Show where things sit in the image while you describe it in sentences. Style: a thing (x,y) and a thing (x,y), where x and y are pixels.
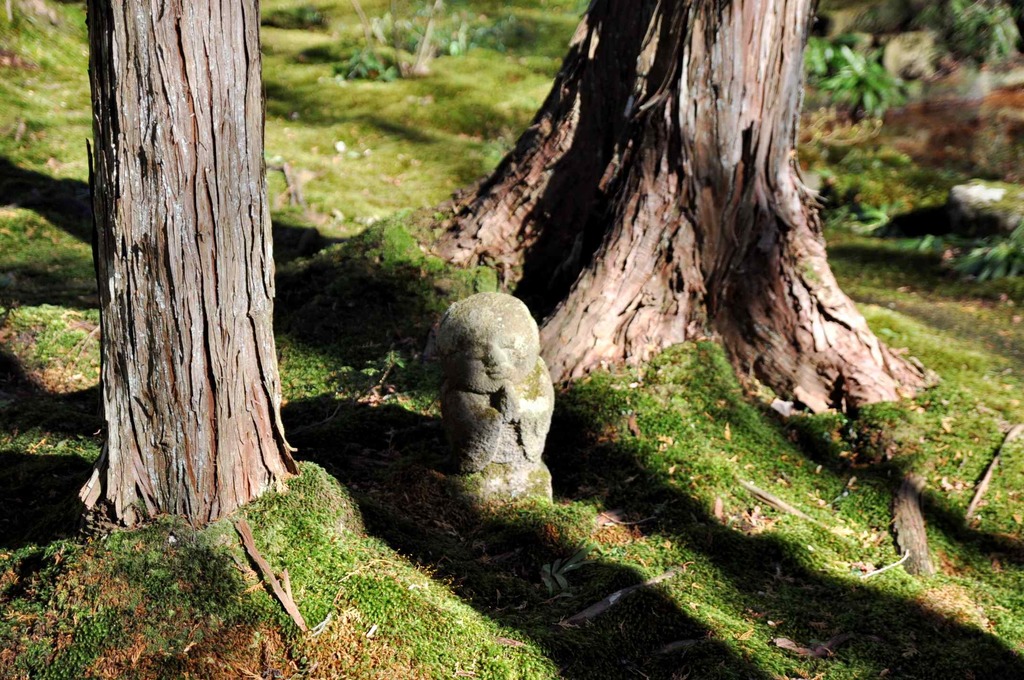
In this image we can see tree trunks (586,84) and a sculpture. In the background of the image (402,143) there are grass (548,49), plants (445,43) and other objects (34,1). At the bottom of the image (324,489) there is the grass (525,580).
